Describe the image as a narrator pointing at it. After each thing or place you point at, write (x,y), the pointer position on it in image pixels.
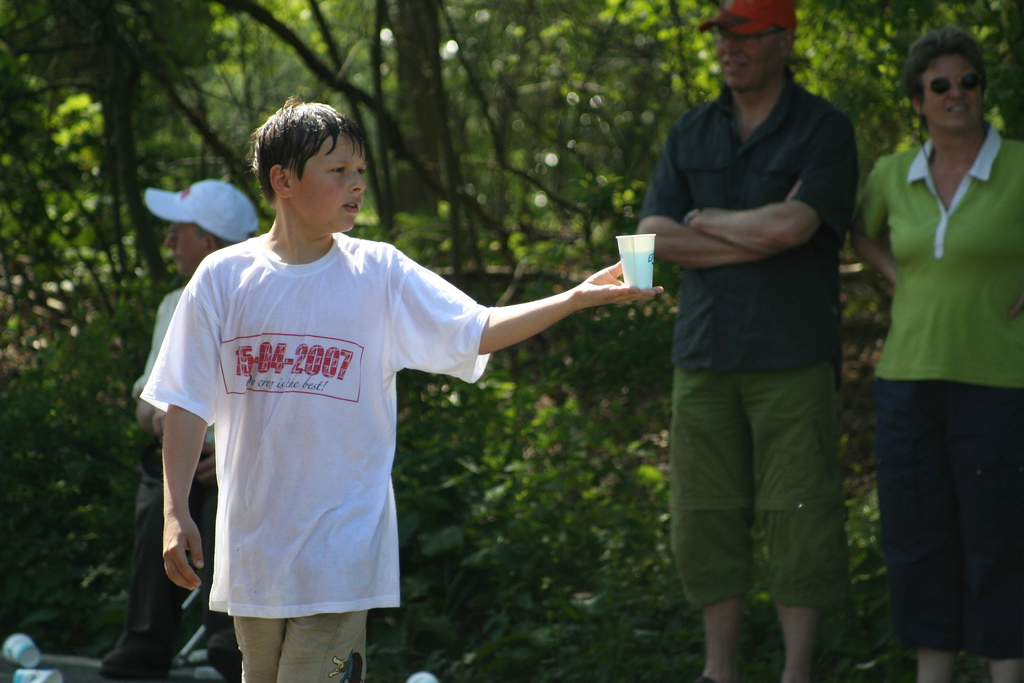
On the left side (325,310), there is a boy (322,253) in white color t-shirt (324,271), having a white color glass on the surface (611,281) of his hand (612,297). On the right side (962,263), there is a person (977,161) in green color t-shirt (975,211), smiling and standing. Beside this person (956,184), there is another person (697,117) wearing a red color cap (788,27), smiling and standing. In the background (207,193), there is a person (198,182) wearing a white color cap (195,210), there are trees (826,33), plants (464,499) and glasses (41,678).
